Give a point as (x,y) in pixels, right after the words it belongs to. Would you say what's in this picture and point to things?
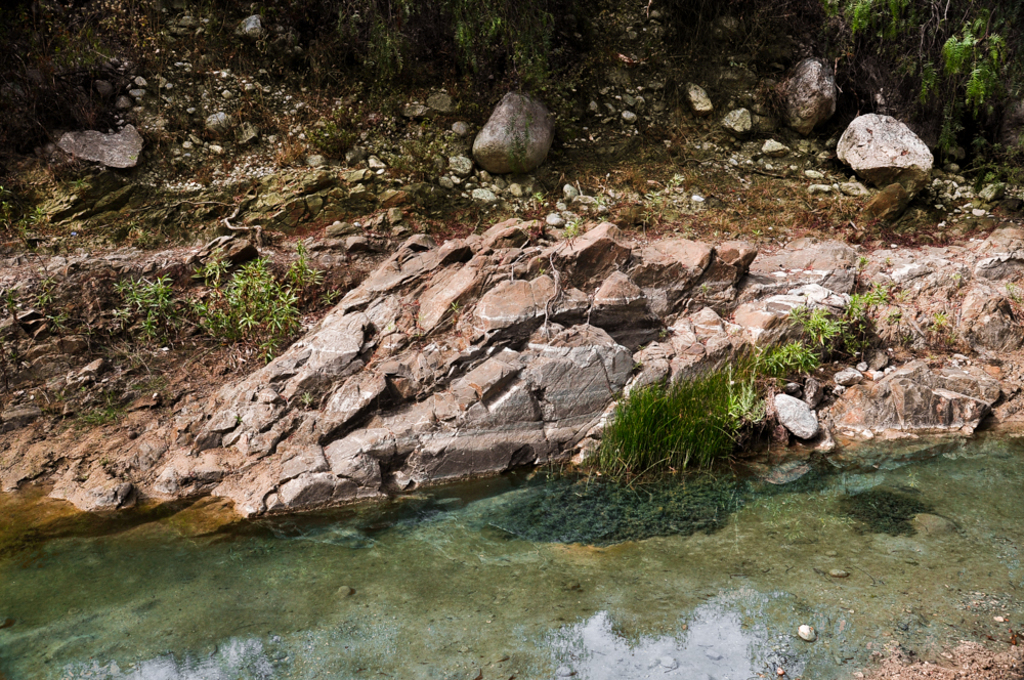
In this image I can see the water (795,537), background (854,413) I can see few stones (830,413) and I can see plants (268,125) and trees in green color.
